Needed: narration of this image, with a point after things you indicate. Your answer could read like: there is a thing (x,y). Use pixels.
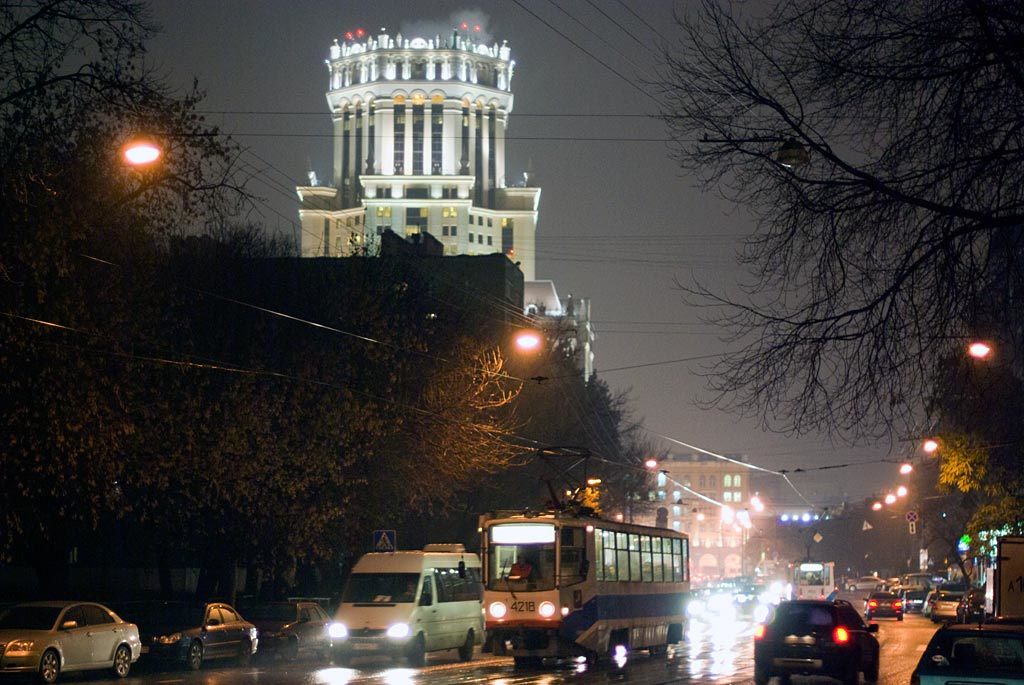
This image consists of many vehicles (774,623) moving on the road (548,679). On the left (216,414) and right there are trees (833,400). In the middle (512,237), there is a building (402,172). At the top (634,109), there is a sky (638,165). On the right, there are lights (756,614).
